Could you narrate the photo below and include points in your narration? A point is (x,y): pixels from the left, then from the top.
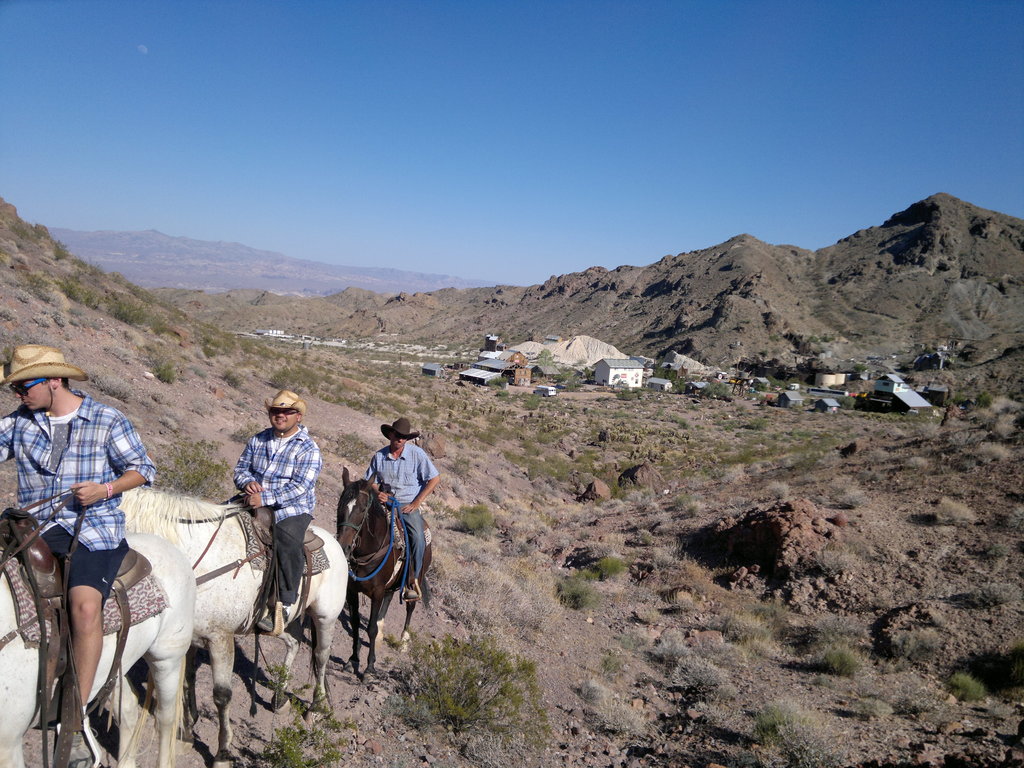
In this image there are shelters (789,401), grass (529,464), rocks (635,471), horses (192,543), people (401,474), hills (726,246) and blue sky (622,90). People (249,463) are sitting on horses (185,533) and wearing hats (402,433).
